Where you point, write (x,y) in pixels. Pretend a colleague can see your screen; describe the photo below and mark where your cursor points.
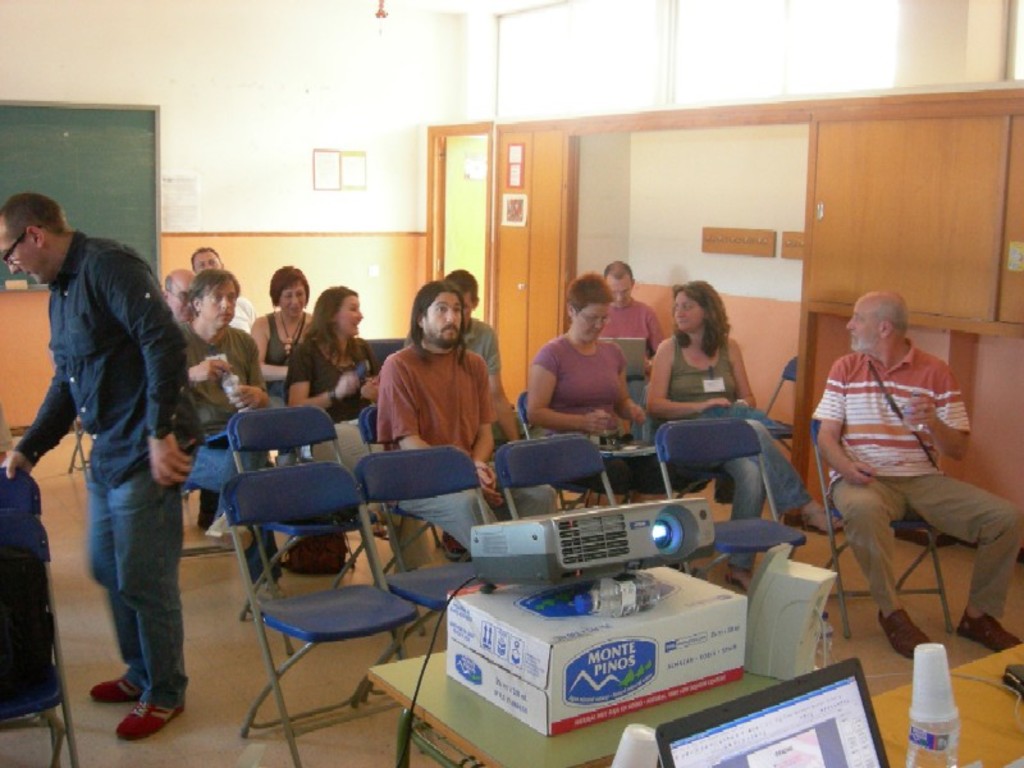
In this image there is a person (116,341) and there are chairs (3,531) on the left corner (55,336). There is a laptop (863,684), there are water bottles (920,724) and other objects (657,691), projector (615,560) place on the table (975,705). There are people (493,412) sitting on chairs (665,449) in the foreground (408,436). There are cupboards (944,236) on the right corner (926,220). There is a board (155,162) on the wall (338,102) in the background (103,177).
